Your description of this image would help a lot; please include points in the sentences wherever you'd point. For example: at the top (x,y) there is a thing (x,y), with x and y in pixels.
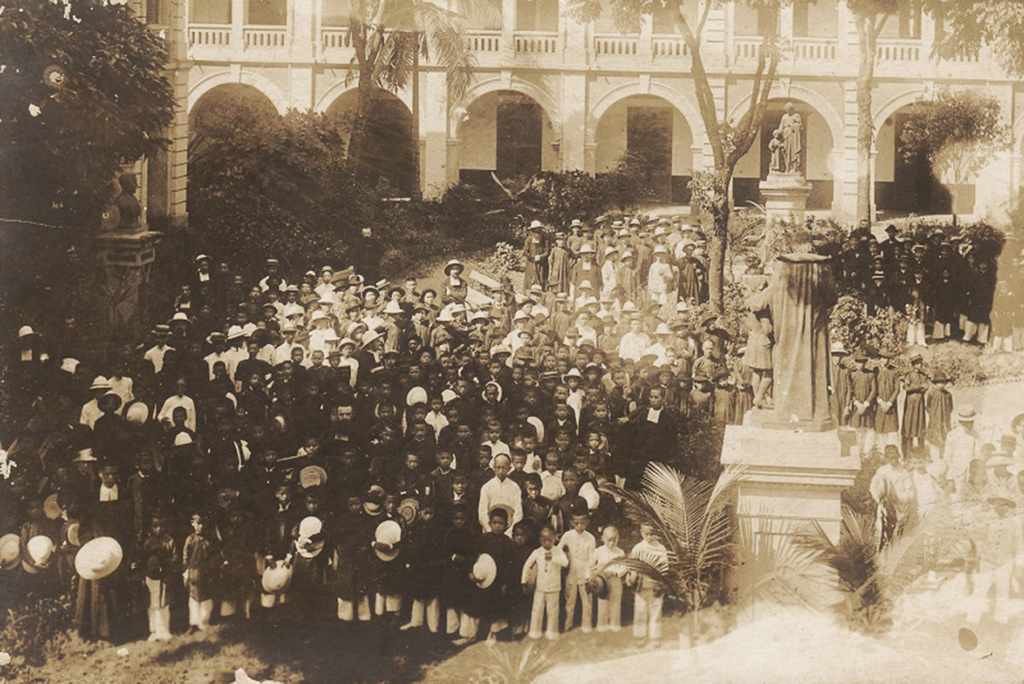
This is a black and white image. In this image, we can see a group of people (572,392), statue (763,429), trees (15,164), plants (734,214). In the background (710,33), we can see building (897,73), pillars (848,41). At the bottom (241,652), we can see a land (434,683) with some plants (2,617) and stones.
